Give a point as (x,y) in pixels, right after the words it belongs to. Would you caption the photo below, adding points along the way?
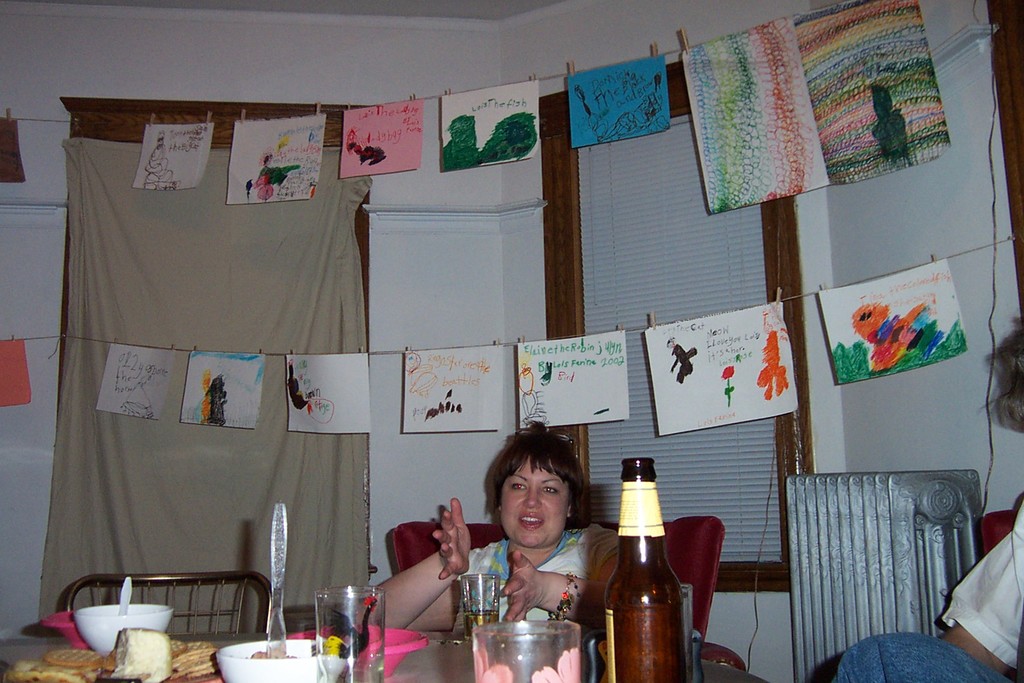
As we can see in the image there is a white color wall (357,58), window (625,207), cloth (288,249), papers (260,169), a woman (552,470) sitting on chair (719,523) and a table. On table (457,666) there is a bottle (633,625), glass (518,676) and bowl (281,658).
